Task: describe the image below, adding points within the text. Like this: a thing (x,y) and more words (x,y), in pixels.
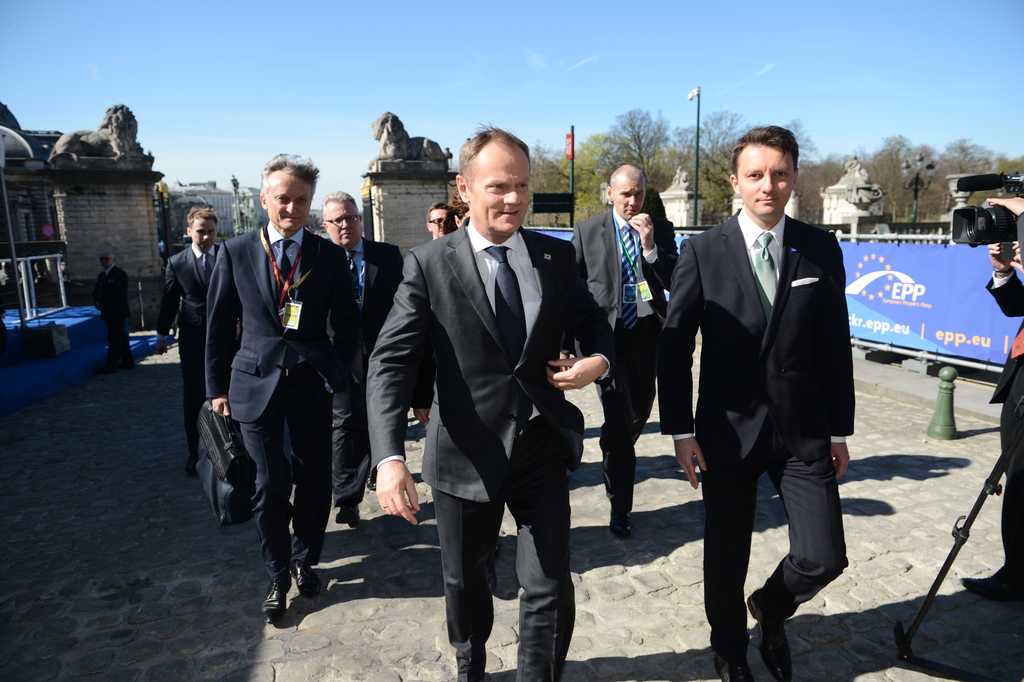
In this picture there are group of people (416,386) walking. On the right side of the image (976,219) there is a person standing and holding the camera (964,208). On the left side of the image (14,357) there is a person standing and there are objects (28,367). At the back (50,250) there are buildings (65,288) and trees (946,169) and poles (11,258) and there are boards (947,327) and there is text (975,335) on the boards (975,335). At the top (440,85) there is sky (380,85). At the bottom (589,631) there is a pavement (574,625).
